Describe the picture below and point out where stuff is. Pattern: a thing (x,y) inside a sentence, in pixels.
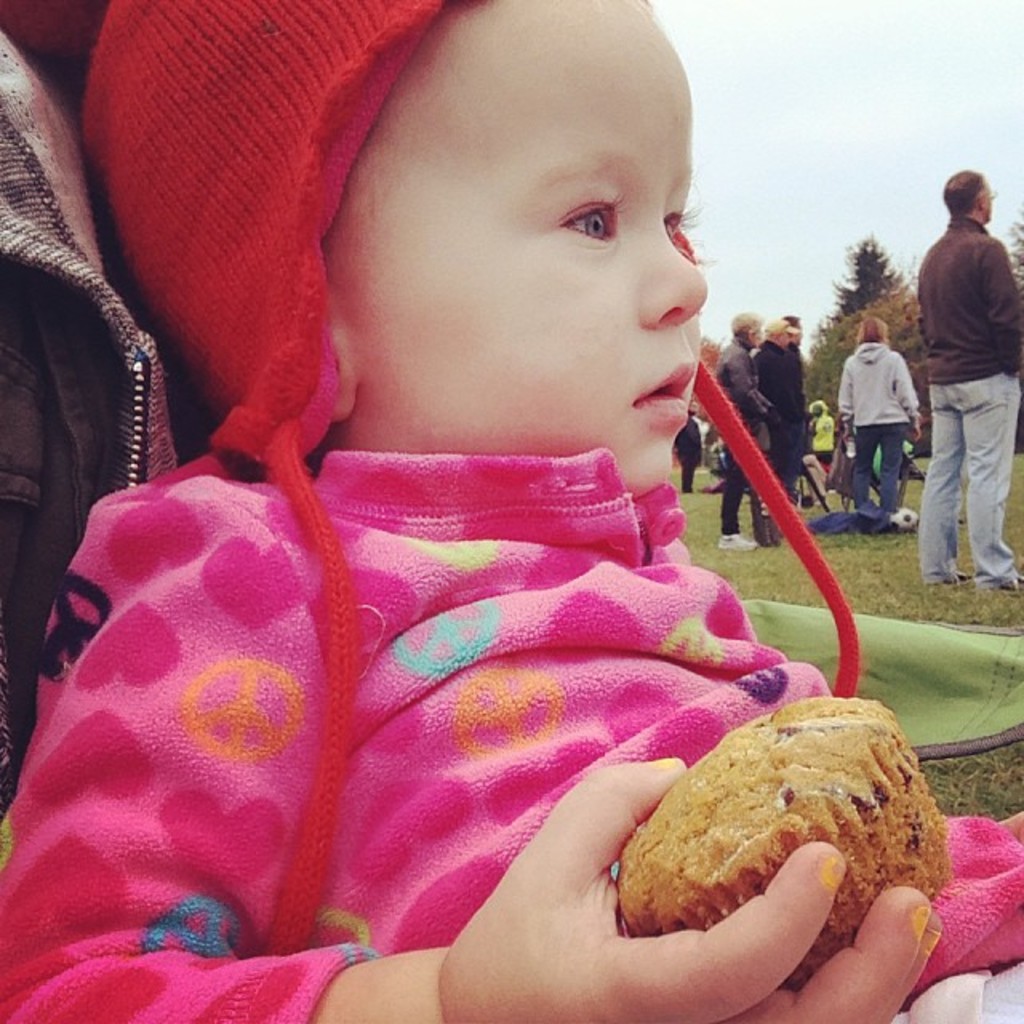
In this image I can see a baby (511,450) holding a cup cake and on the right side (917,394) I can see persons (793,400) standing on ground (1017,527) and there are some trees (864,275), the sky (812,71) visible on the right side (694,100).
